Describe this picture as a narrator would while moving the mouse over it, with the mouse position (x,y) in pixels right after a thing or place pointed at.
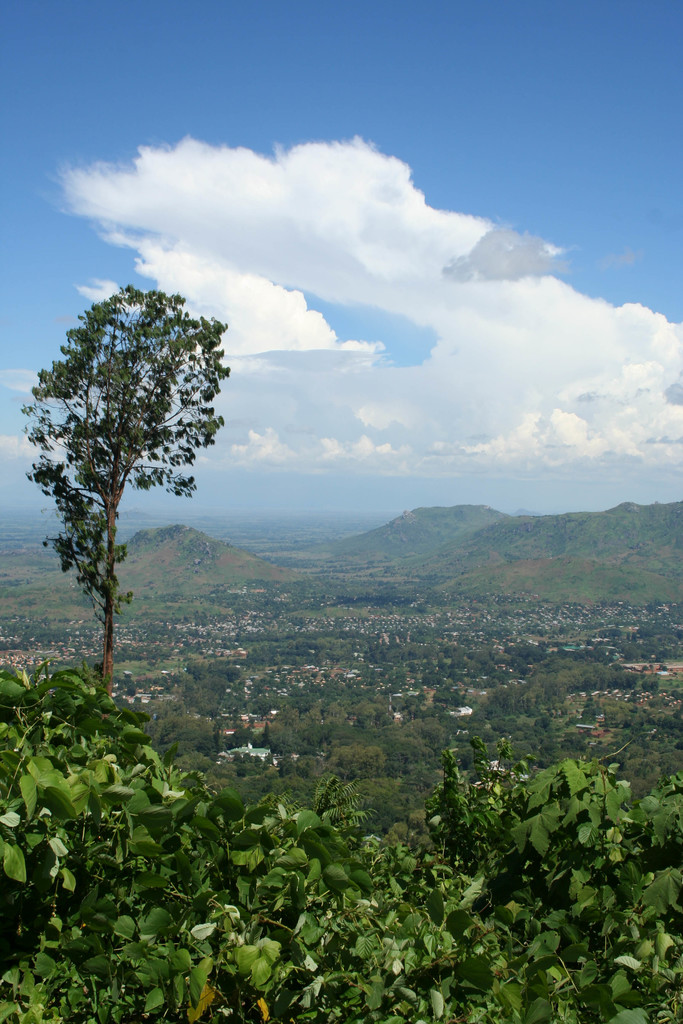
In this image, we can see plants (663,864) and tree (107,378). In the background (250,723), there are so many trees (296,691), houses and the sky (59,274).
